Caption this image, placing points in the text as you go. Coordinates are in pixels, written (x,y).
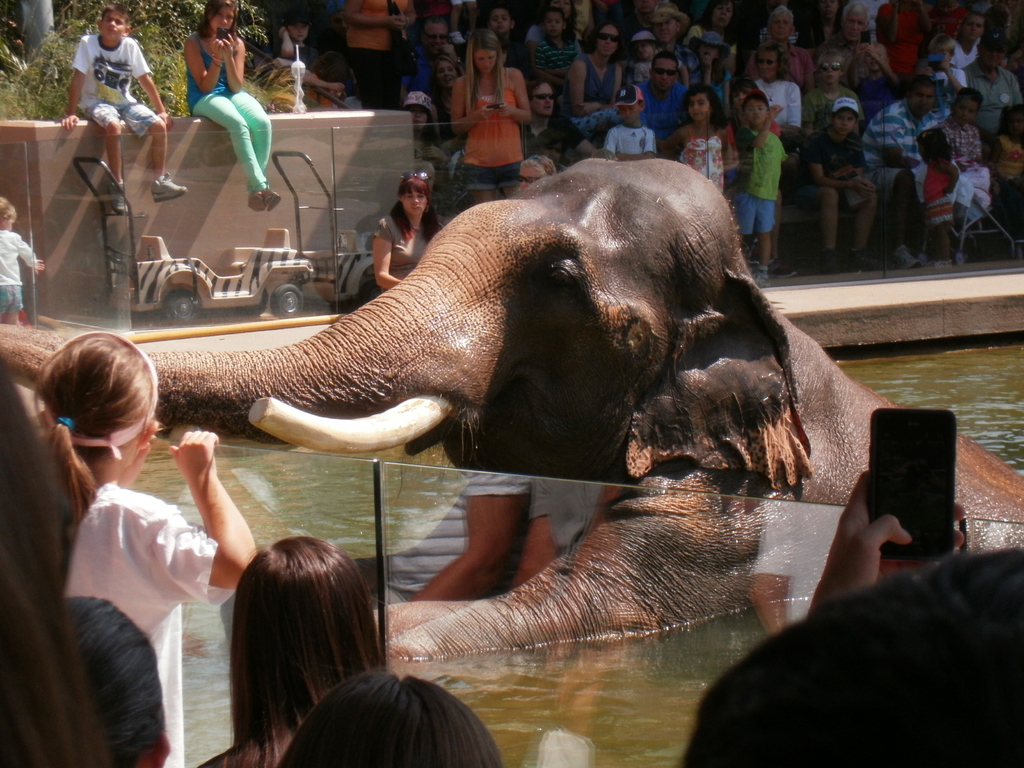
Here there is an elephant (537,328) in the water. It has a white color tusk (407,423) and long ears (715,422). If you observe on the right side of an image (916,610) there is a person (906,618) shooting elephant (231,387) actions with the phone (890,560) and left side of an image (318,620) you could observe there are some kids (257,591) observing the elephant (214,380) and here is a girl (167,555). She wore a white color T-Shirt (167,555) she has a hair ribbon (132,437) and elephant (243,427) is in the water (276,461) If you look at this side there is a vehicle (181,277) which is used for travelling the people (657,97) on this side. And if you look at there. There are two people (239,131) sitting on the wall (195,126) behind them there are some bushes (166,90). And coming to this side there are people (555,62) who are sitting and watching the elephant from there. Here the kid (643,107) wore a cap (638,105) and the woman (501,94) who is looking mobile phone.
